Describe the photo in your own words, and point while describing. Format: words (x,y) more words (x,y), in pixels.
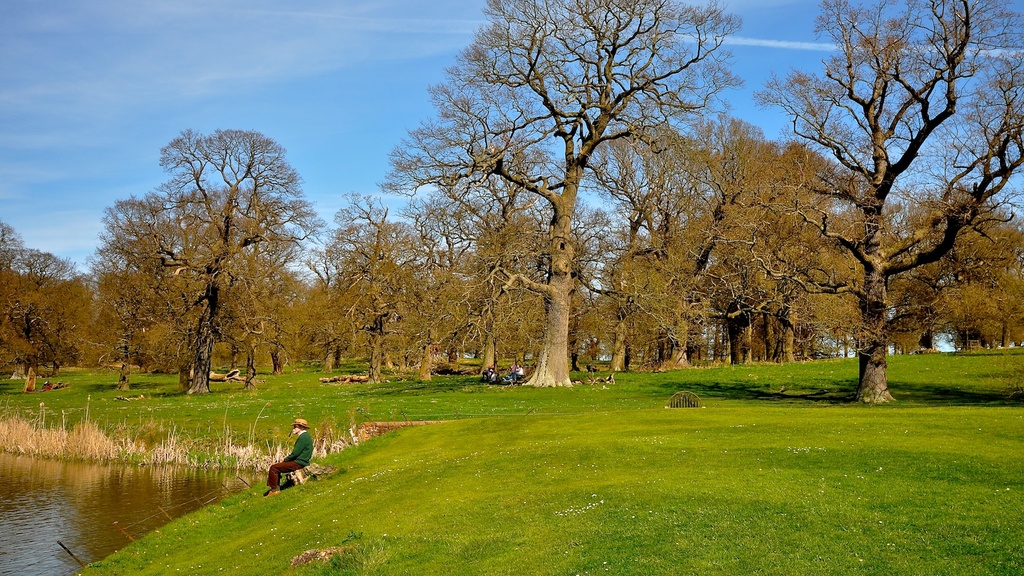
In this image, there is an outside view. There are some trees (600,336) in the middle of the image (416,225). There is a person (288,456) in the bottom left of the image (291,472) sitting beside the lake (172,505). In the background of the image (48,179), there is a sky (396,47).
